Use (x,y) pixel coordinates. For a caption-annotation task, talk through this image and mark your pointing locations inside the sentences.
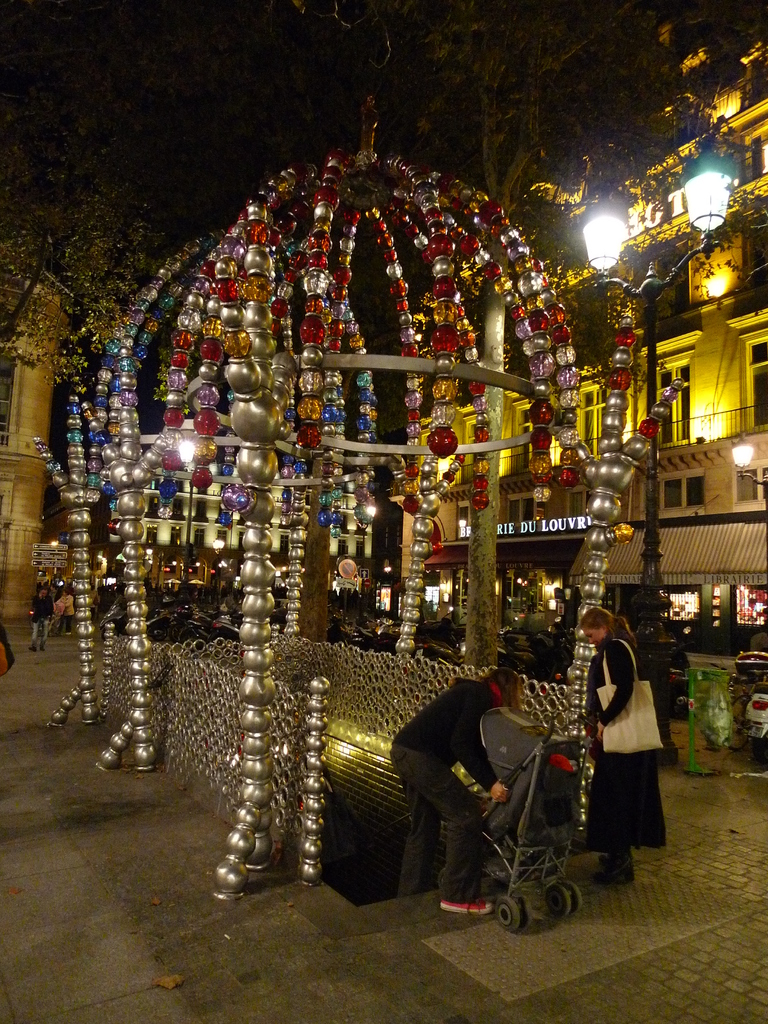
In this picture we can see the buildings (738,396), lights (740,469), poles (650,625), decor (548,418), board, stores (468,545), vehicles (230,611), trolley (529,822) and some people (502,677). At the bottom of the image (403,964) we can see the road (272,983). At the top of the image (262,92) we can see the sky (314,81) and trees (600,2).
